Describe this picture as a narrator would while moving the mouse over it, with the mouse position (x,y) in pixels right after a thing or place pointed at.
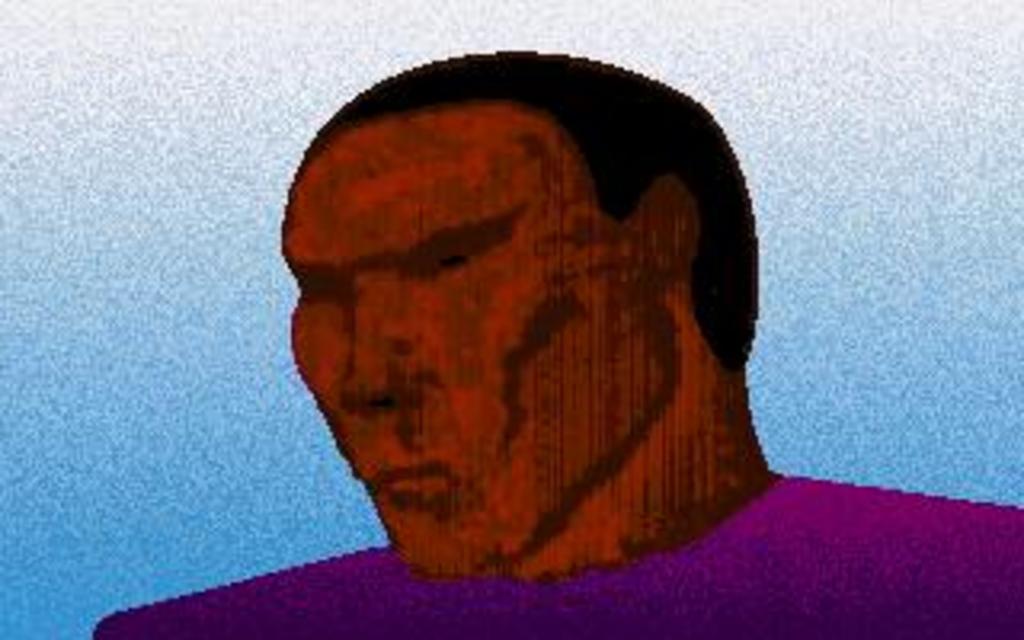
In this image we can see a painting (560,503) of a man (742,441). The background of the image (98,366) is blue.
